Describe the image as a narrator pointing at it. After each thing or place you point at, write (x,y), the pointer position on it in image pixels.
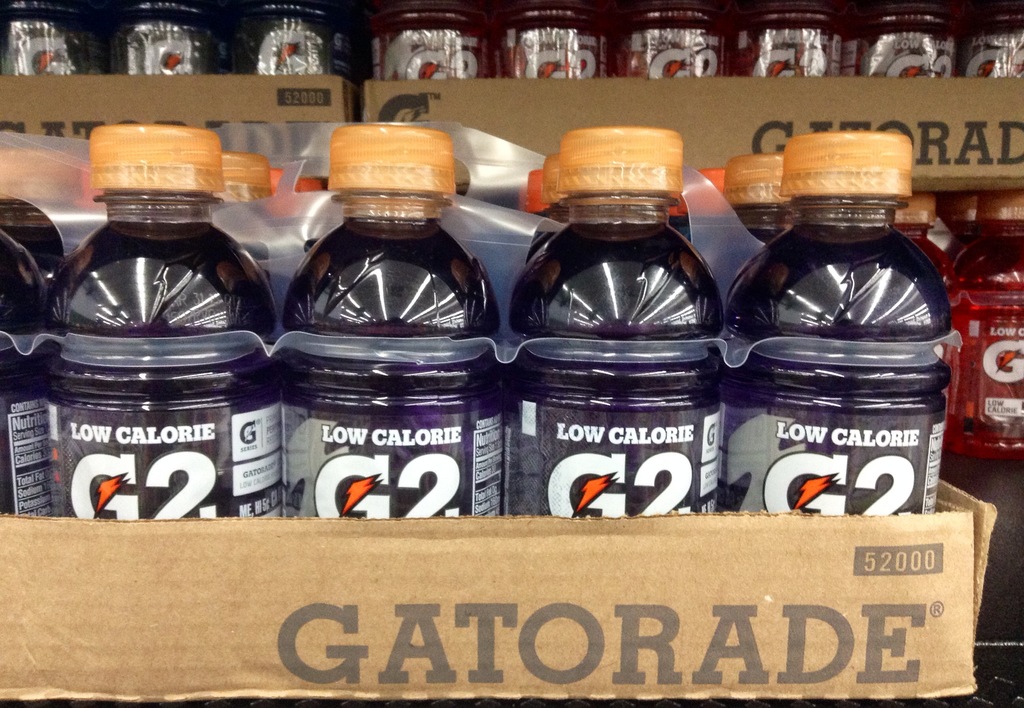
In this picture we can see bunch of bottles (333,289) in the box (848,546).
